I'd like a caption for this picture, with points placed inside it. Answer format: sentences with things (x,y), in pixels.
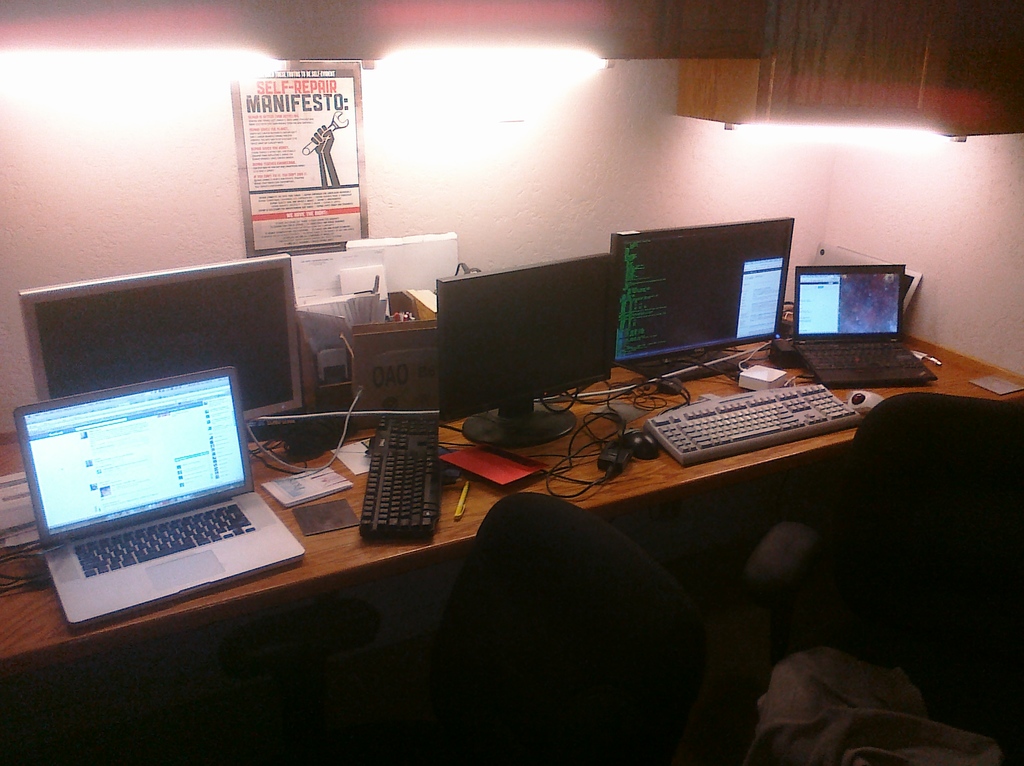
We can see chairs (620,562) and tables (704,379). On the table (718,379) we can see laptops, monitors (484,327), keyboards (819,415), cable (570,451), mouse (646,437), book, pen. On the background (494,233) we can see poster (304,82), wall (535,168), lights (522,64).
